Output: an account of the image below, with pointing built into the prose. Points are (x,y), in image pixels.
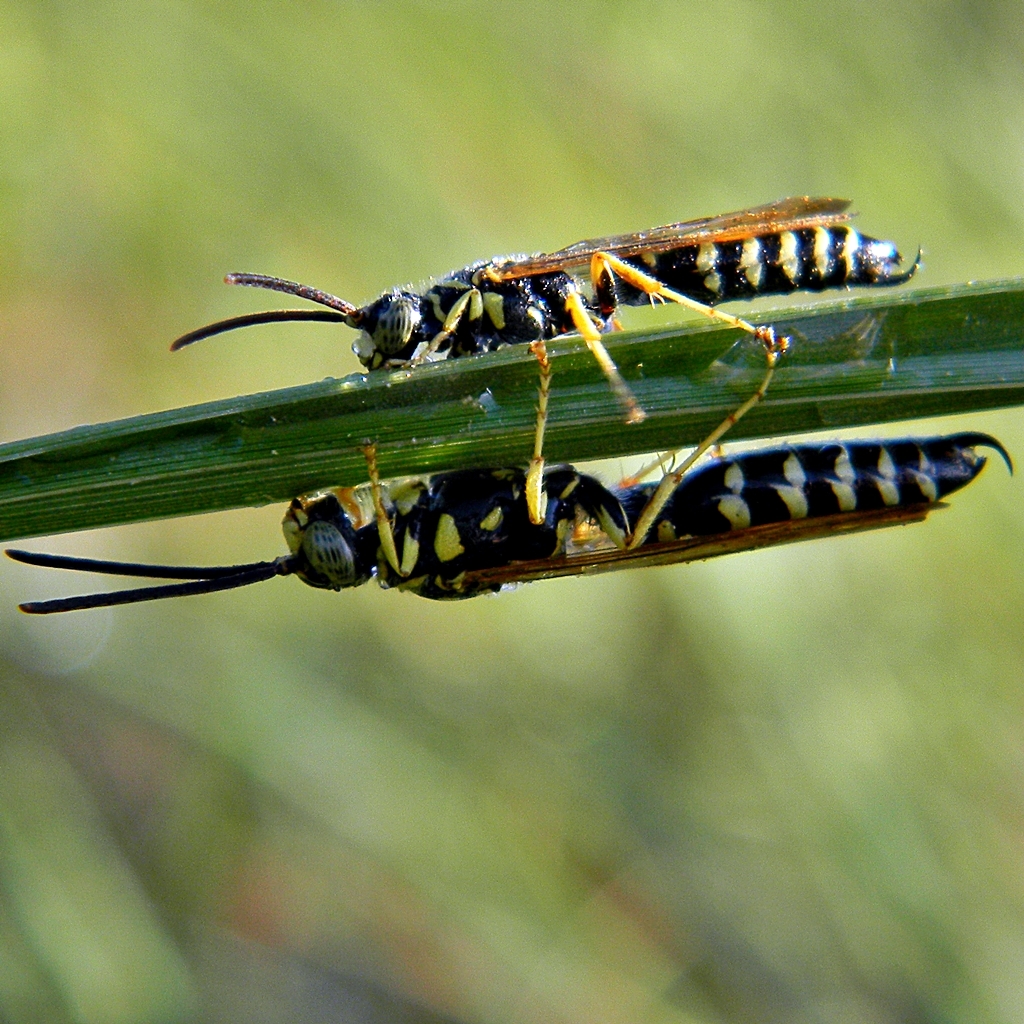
In this image, we can see an insect (866,278) and another insect (455,552) on the blur background.
